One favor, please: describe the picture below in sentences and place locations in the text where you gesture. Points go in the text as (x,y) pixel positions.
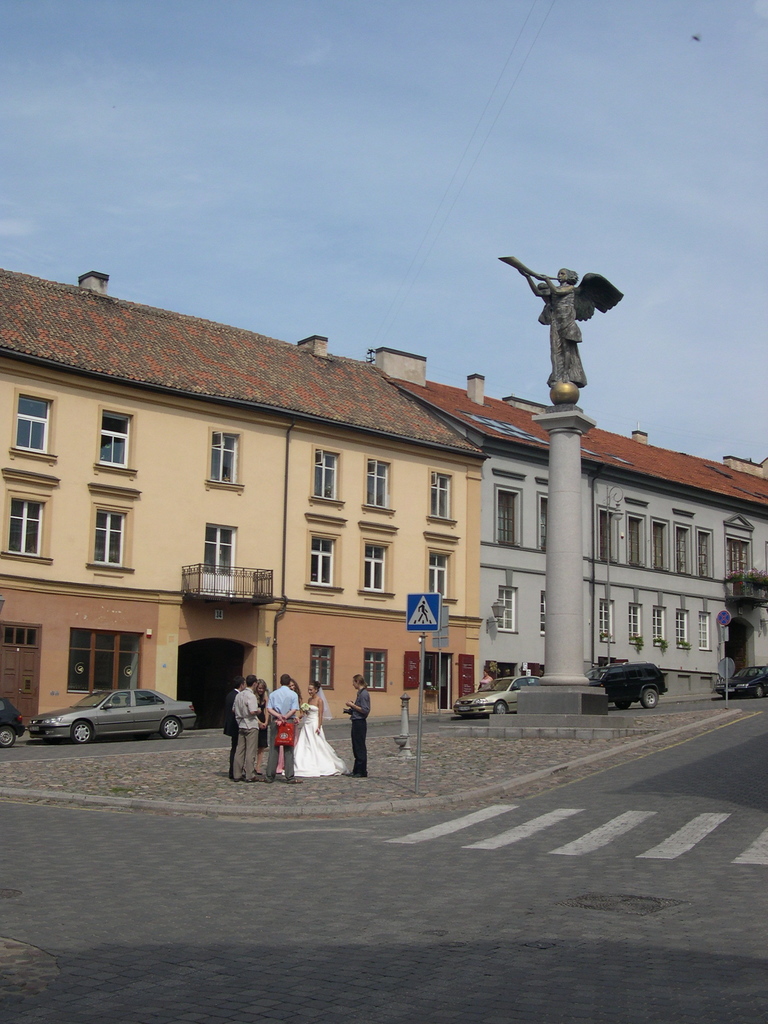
In this image there is a building (13,464) and some cars (628,684) in front of that, also there is a pole (578,461) with sculpture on the top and we can see people (356,754) standing in group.
